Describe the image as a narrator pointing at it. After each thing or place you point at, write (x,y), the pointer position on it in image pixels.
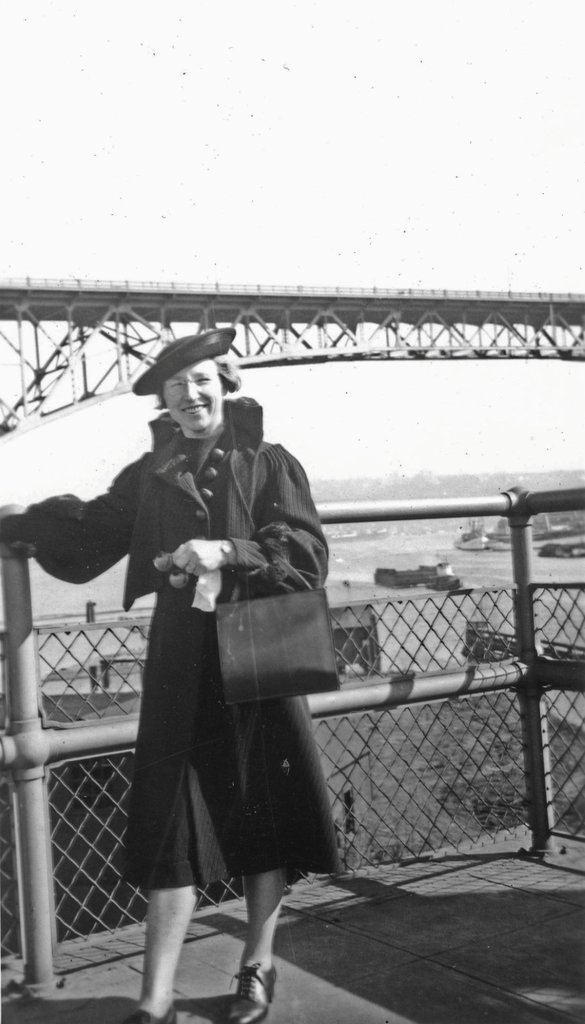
This is a black and white picture. Here we can see a woman (170,690). She is smiling and she wore a hat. In the background (322,466) we can see a fence (376,679), boats (402,570), water (399,556), and sky (340,211).
